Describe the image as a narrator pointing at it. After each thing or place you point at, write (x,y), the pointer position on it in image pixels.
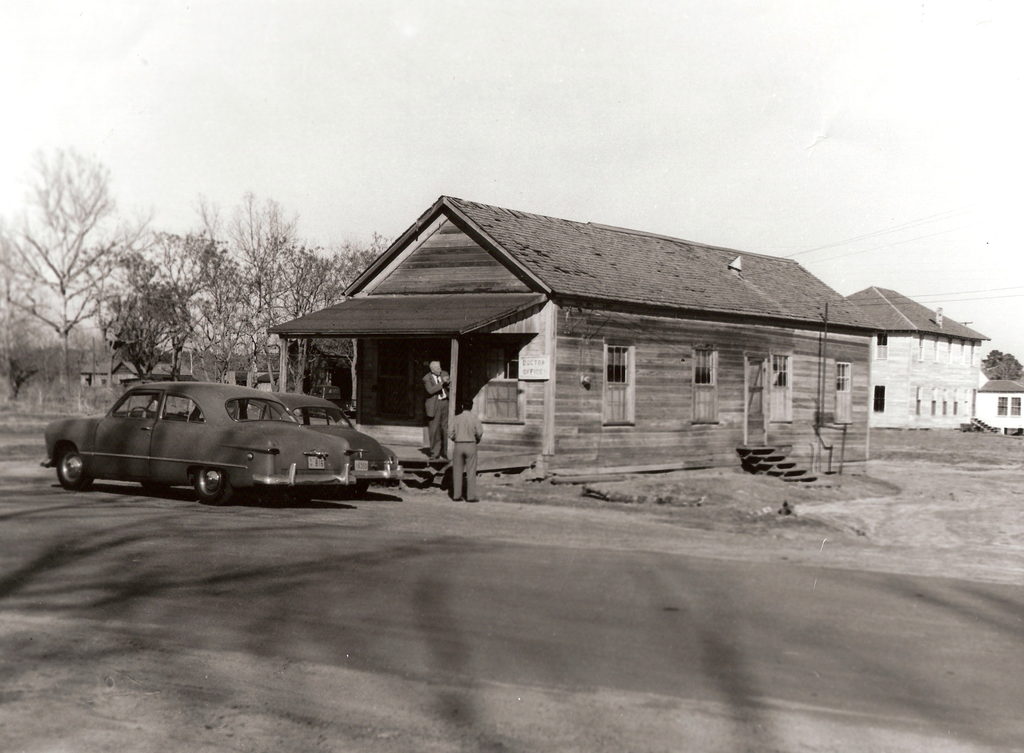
In this image we can see two people (454,463), there are some houses (732,342), windows (706,413), cars (357,457) on the road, there are some trees (133,244), also we can see the sky (735,131).
